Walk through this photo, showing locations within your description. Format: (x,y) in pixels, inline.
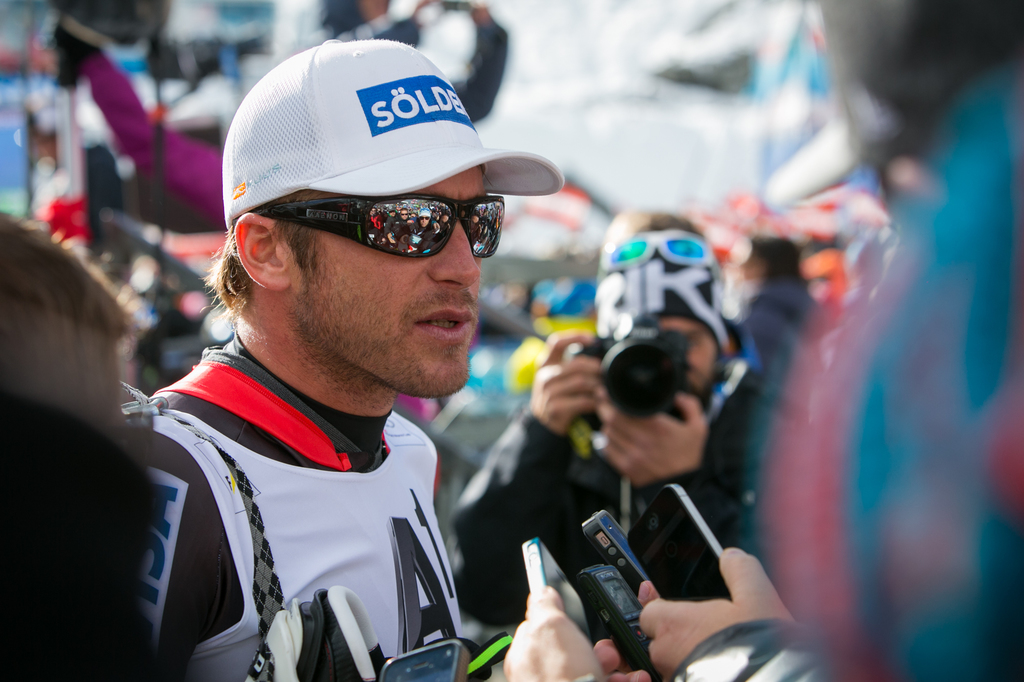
This image consists of a man (432,345) wearing white cap (410,130) and shades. In front of him, there are many persons (708,613) standing and holding mobile (647,664). In the background (548,394), there is a man (551,500) capturing the image.
